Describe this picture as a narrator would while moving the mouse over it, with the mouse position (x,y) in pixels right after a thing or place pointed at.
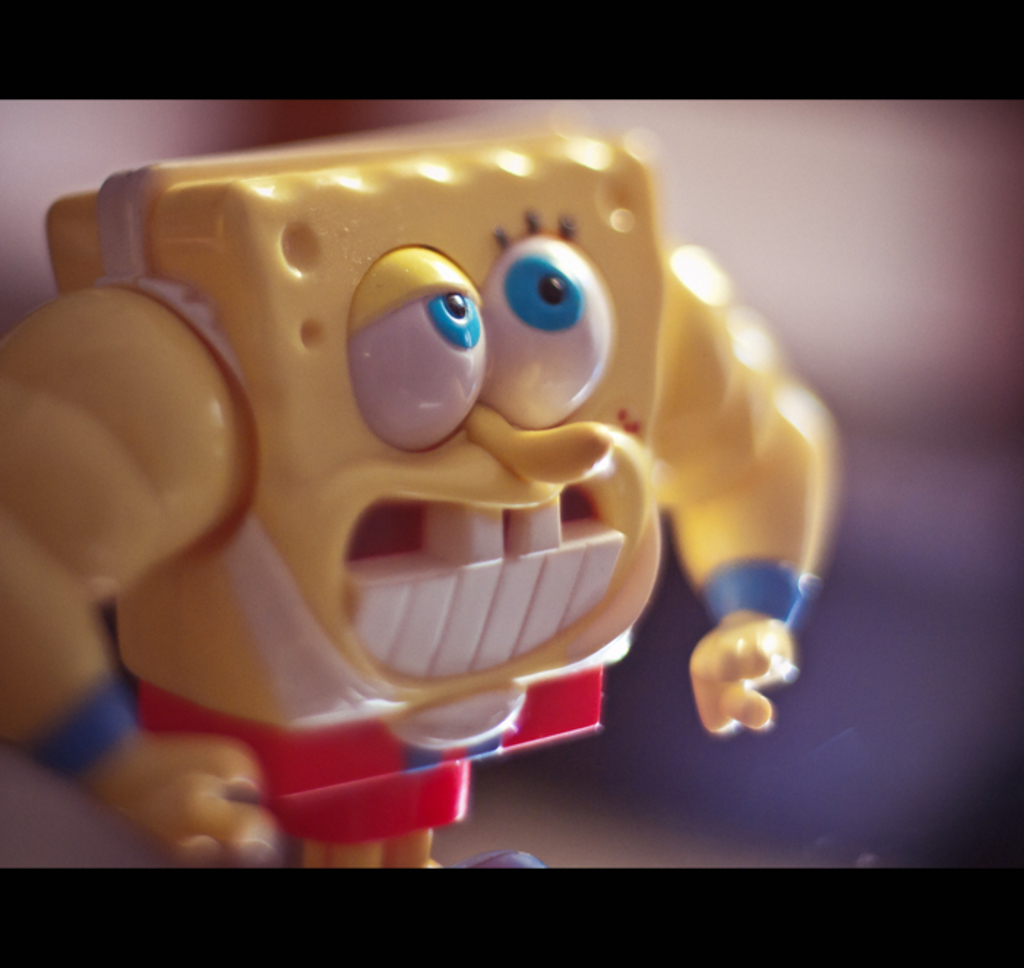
In this image, we can see a toy (168,293).
